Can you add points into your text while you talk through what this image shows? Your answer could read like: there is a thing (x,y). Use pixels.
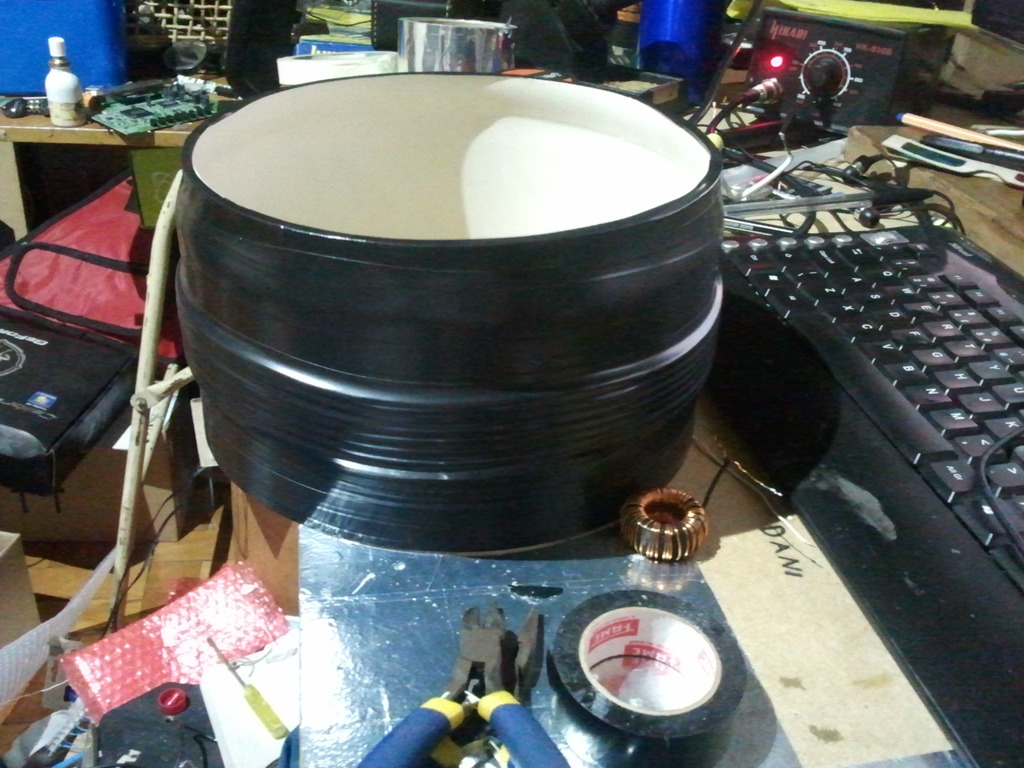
In this image we can see a table (978,190) containing a bowl (627,424), a copper wire (701,529), tape (652,748), a screw driver (257,705), cutting pliers (435,710), a mic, a bottle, containers (97,47), a headset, wires (787,156) and some tools (927,193) on it. We can also see some bags (132,353) under a table (972,201).
